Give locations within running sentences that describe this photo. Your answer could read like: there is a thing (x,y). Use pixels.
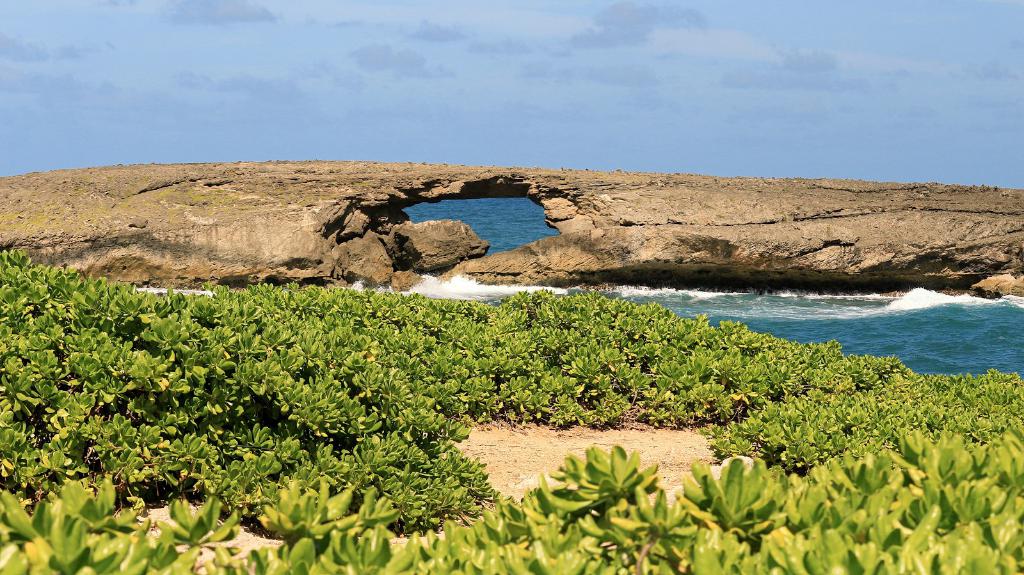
At the bottom of the image (364,470) on the ground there are small plants (415,439). Behind the ground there is water (976,319). There is a rock (715,187) with hole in the water (965,303). At the top of the image (700,47) there is sky (413,48).
